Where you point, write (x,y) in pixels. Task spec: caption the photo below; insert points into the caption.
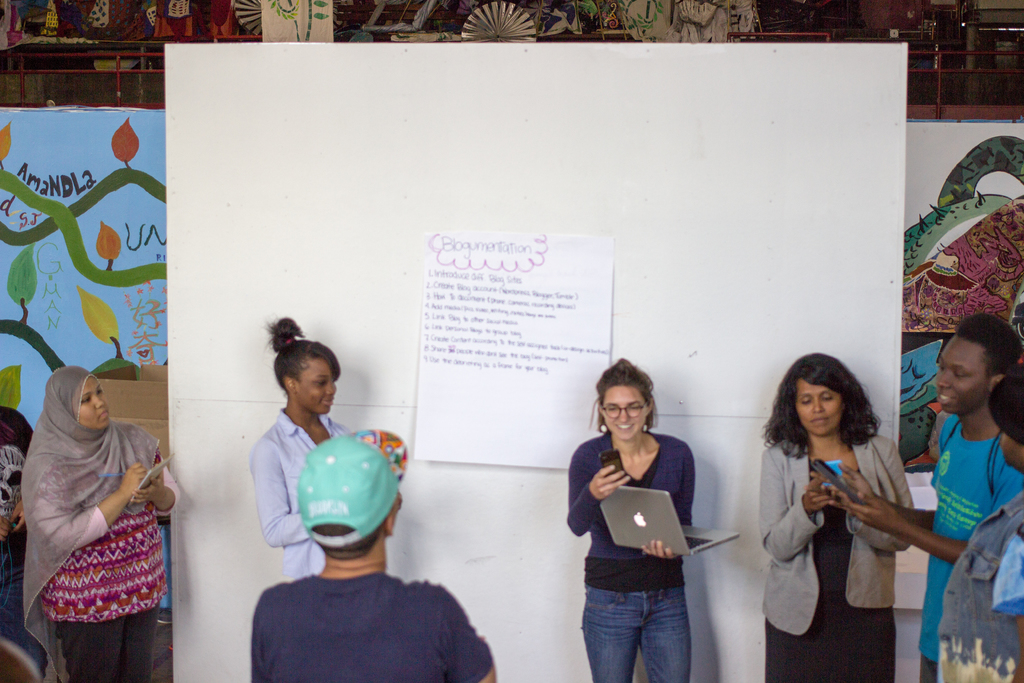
There is a group of persons (274,442) standing as we can see at the bottom of this image (314,658). There is a white color board (379,219) is present in the middle of this image (588,285). The person (644,401) standing in the middle (630,413) is holding a laptop (657,526) and a mobile (618,461). There is a painted wall (59,185) in the background (96,289).
